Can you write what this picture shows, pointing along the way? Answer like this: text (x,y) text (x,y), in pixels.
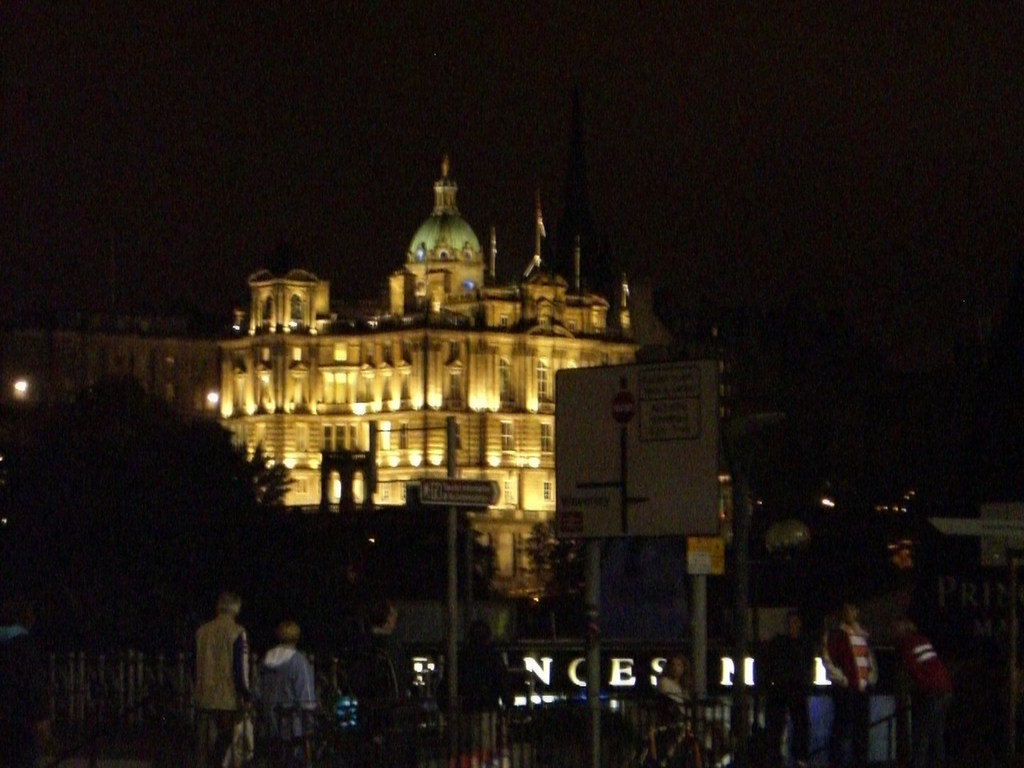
In this image we can see some people (501,651) standing beside the fence (318,683). We can also see a name board (438,503) to a pole (452,663) and some trees (163,539). On the backside (438,286) we can see a building (480,333) with some lights (493,461).
